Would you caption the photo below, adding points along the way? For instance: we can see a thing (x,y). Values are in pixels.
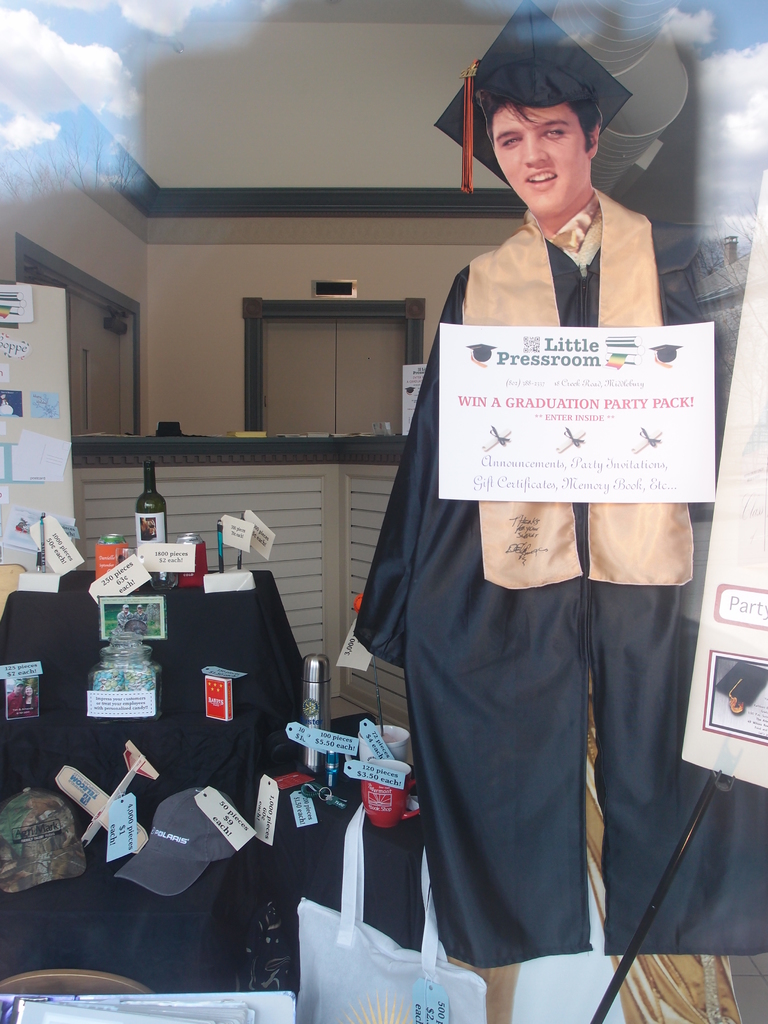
In this image we can see a cutout (485,147) of a man (485,147) is standing and he is wearing graduation gown (629,652). Beside him tables (227,623) are there and on tables (92,743) so many things (121,598) are present. Behind him wall (227,235) is present.
